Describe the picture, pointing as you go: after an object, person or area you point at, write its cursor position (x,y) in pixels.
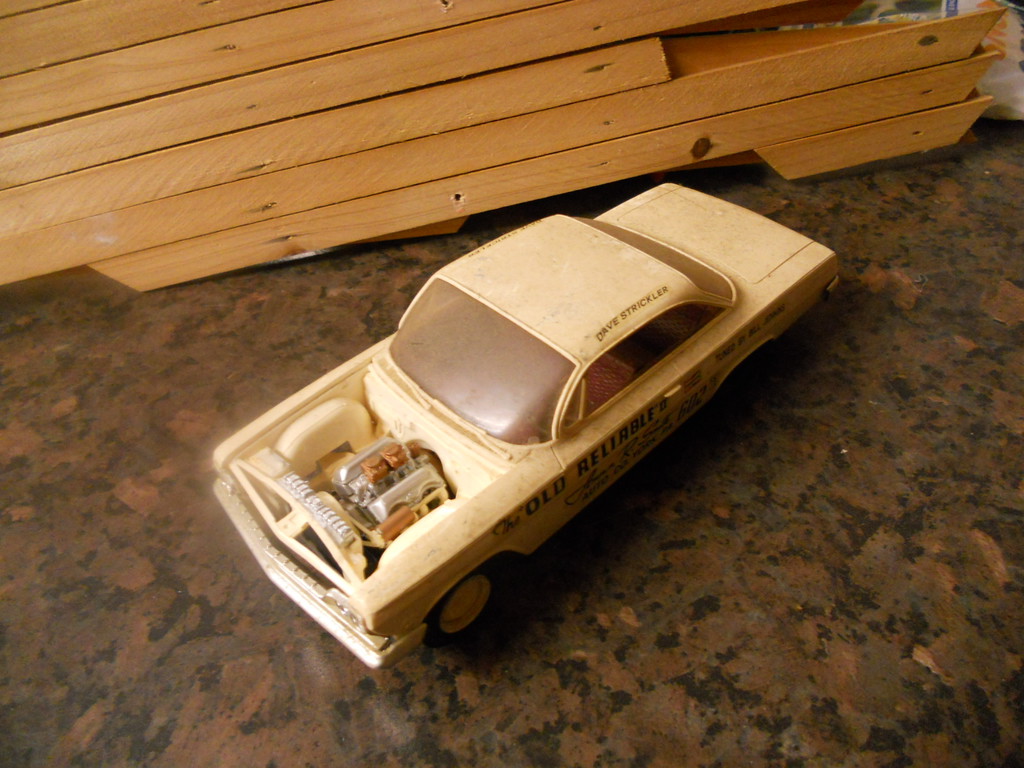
In this picture there is a model car (568,226) in the center of the image (361,505) and there are wooden boards (603,149) at the top side of the image (643,149).
